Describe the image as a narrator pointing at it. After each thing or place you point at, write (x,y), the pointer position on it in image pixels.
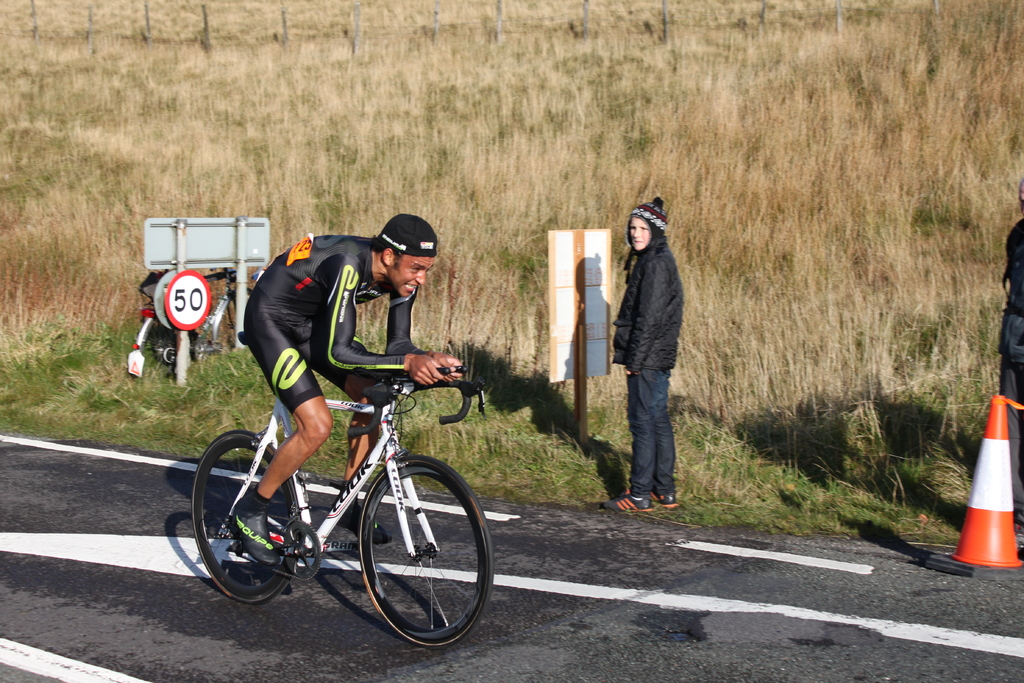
on the road (376,639) a person (310,311) is riding a bicycle (356,496). he is wearing a black dress (330,317) and a cap (416,243). behind him a person (655,342) is standing wearing a black coat (652,320) and a cap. there is a board (552,264) near her. at the left (212,233) there is a cycle (223,300) and board (194,253). behind that there is grass (927,89) and a fencing (397,8) at the back (439,37).
